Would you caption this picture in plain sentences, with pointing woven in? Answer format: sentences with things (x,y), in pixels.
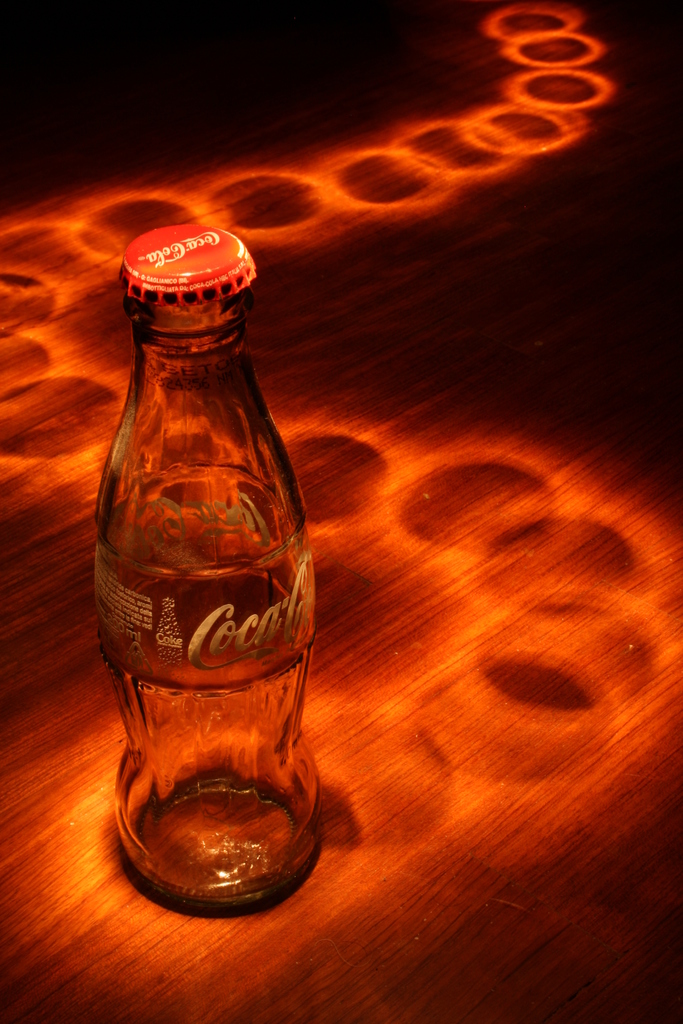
In the center of the image (304,594) there is a coke bottle (157,666) on the table (391,272).
